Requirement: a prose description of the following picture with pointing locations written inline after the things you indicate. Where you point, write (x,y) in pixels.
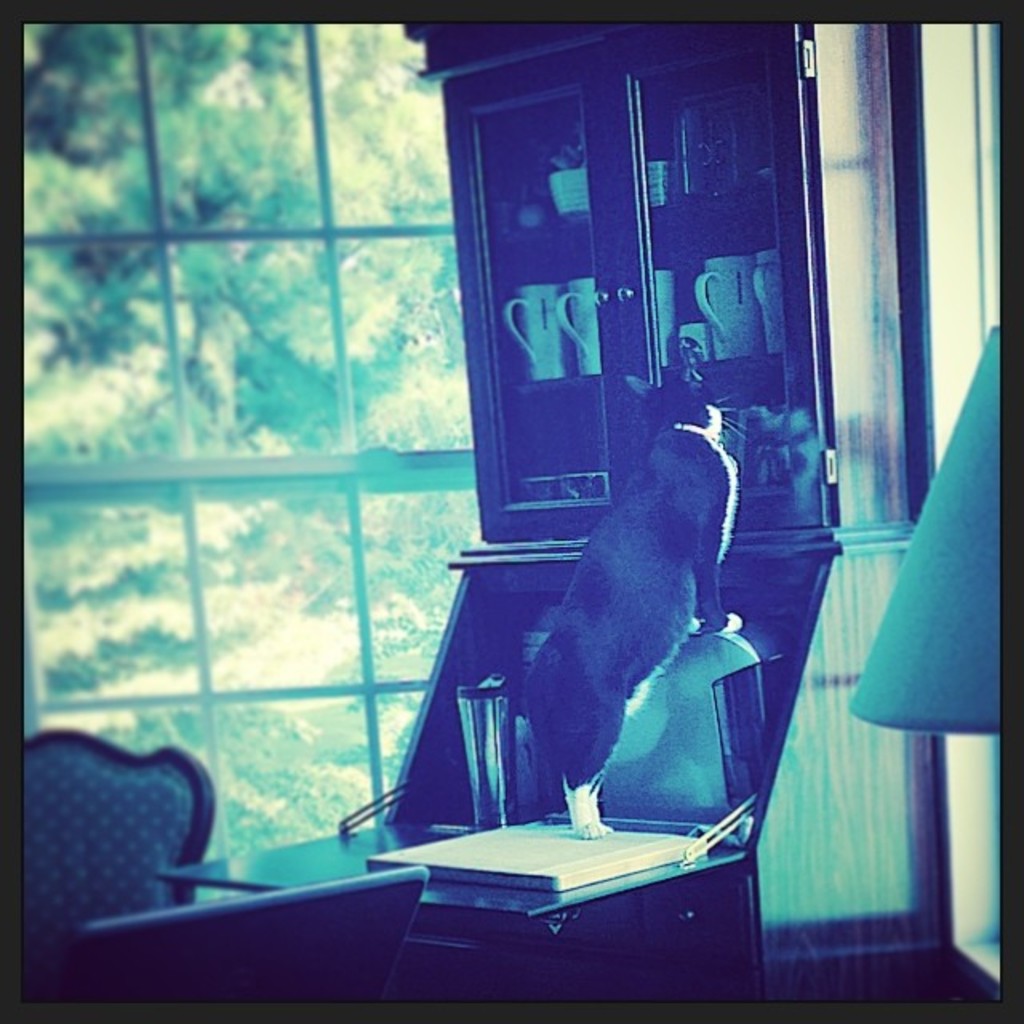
This is an edited image and it is an inside view. In the middle of the image (647,571) there is a cat (559,689) standing on a table (660,874). Beside the table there is a rack (635,237) in which few glasses (722,292) and some other objects (565,188) are placed. On the right side (964,607) there is a lamp (953,538). In the bottom left (145,940) there are two chairs (124,855). In the background (154,287) there is a glass (214,373) through which we can see the outside view. In the outside, I can see the trees (284,266).
